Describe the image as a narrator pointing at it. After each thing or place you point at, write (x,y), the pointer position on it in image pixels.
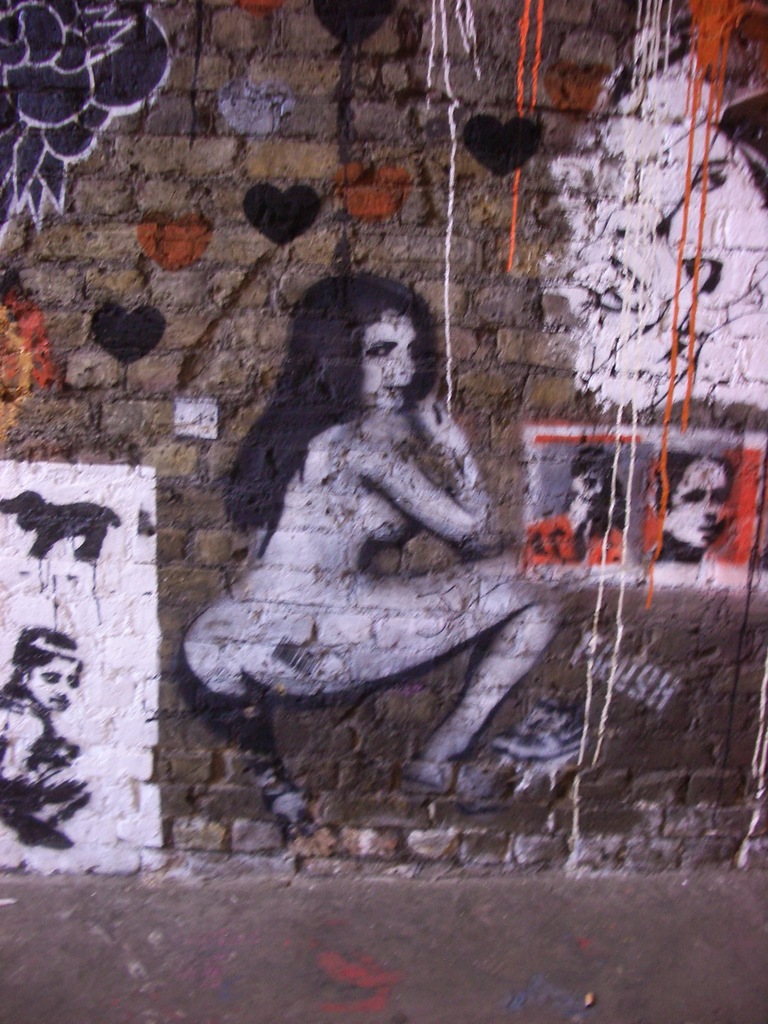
In this image I can see the wall painting (311,459). In the painting (259,517) I can see few people (374,553) and I can see the painting colors which are in black, red and white color.
